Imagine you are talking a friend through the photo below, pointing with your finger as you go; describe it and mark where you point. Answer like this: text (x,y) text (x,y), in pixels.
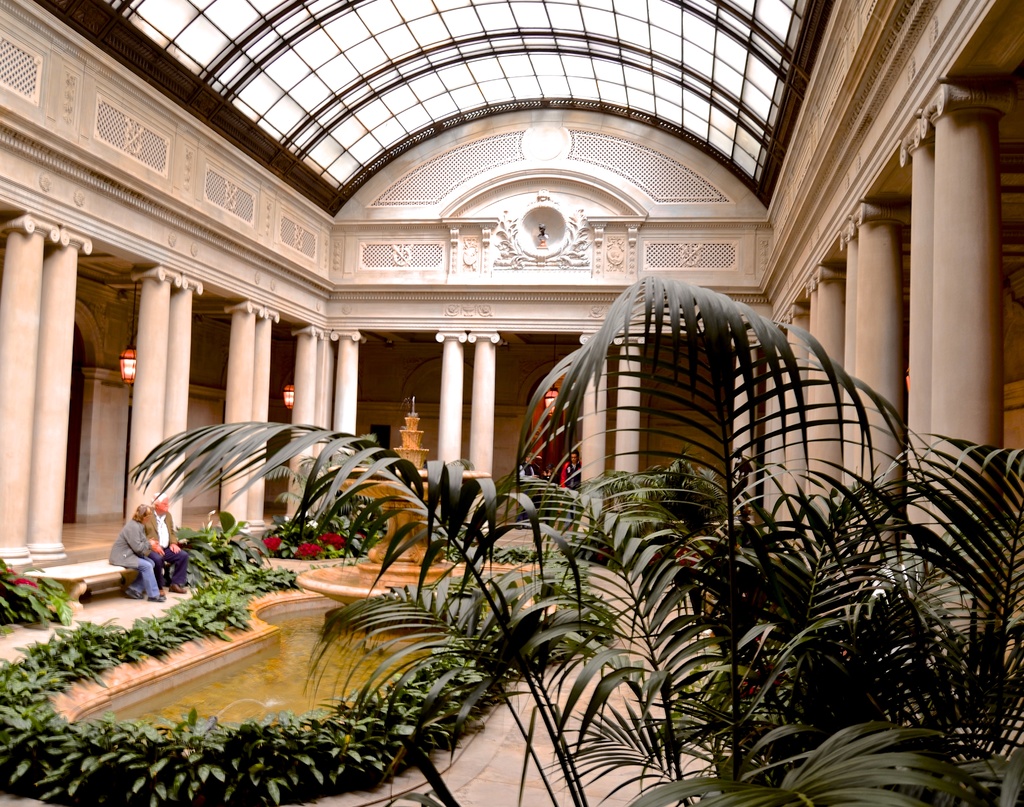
In the foreground (525,566), I can see houseplants (618,543), water (280,684), fountain (409,635), two persons (160,547) are sitting on a bench (89,584). In the background (262,496), I can see pillars (134,423), lamps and a rooftop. This image is taken, maybe during a day.
